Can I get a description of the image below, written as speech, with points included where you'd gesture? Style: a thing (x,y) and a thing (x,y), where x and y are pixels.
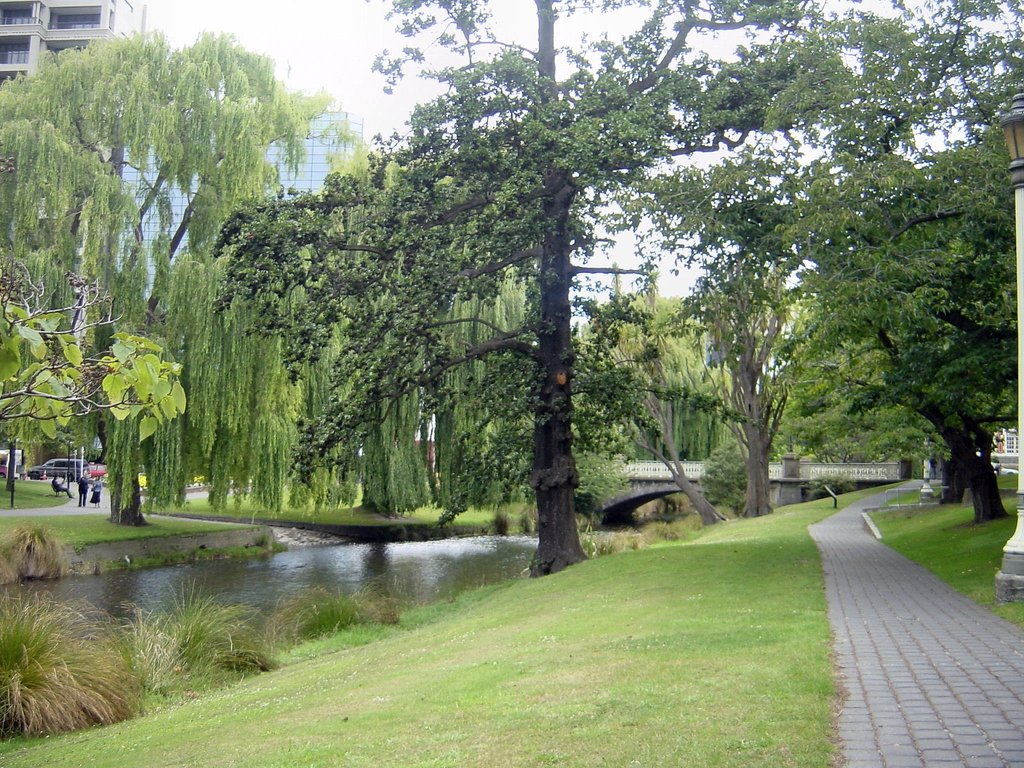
In this picture, on the left side (125,469), we can see building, trees (130,430), car (89,465), group of people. In the middle of the image (660,472), we can also see a bridge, trees (972,351). At the top (353,49), we can see a sky (354,60), at the bottom (273,575), we can see a water (260,611) and a grass (492,660).
